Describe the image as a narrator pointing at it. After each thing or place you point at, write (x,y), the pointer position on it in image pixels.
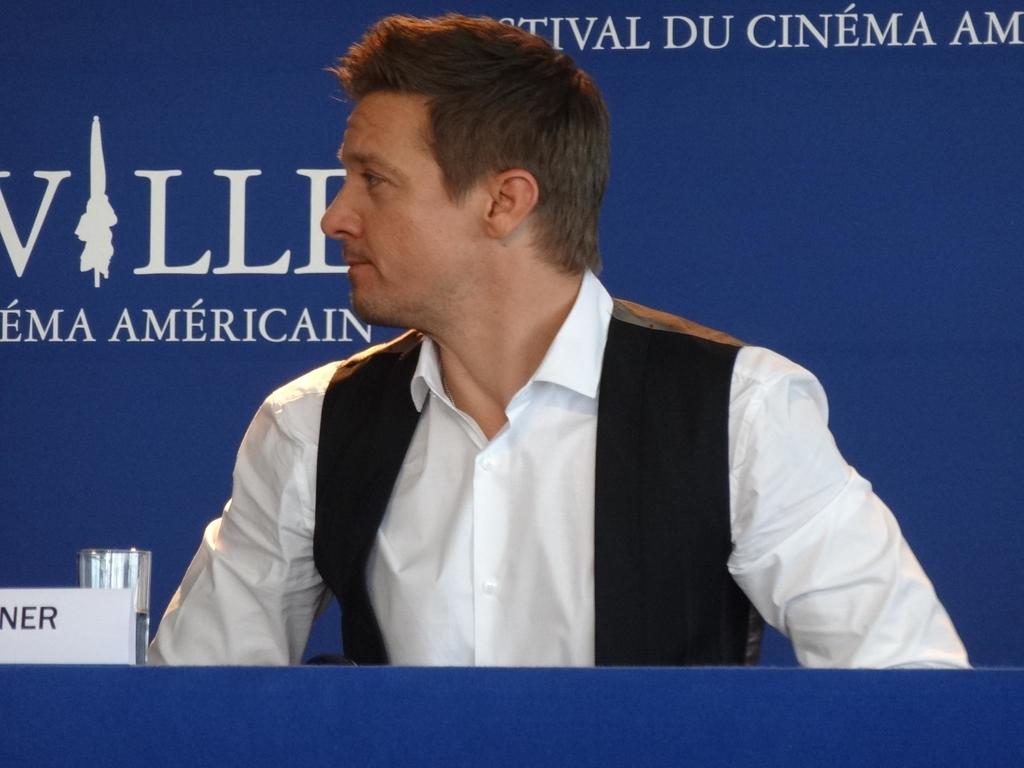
There is a man (490,386), in front of him we can see glass (141,570) and name board (96,632) on the table (167,666). In the background (184,131) we can see hoarding (715,182).
